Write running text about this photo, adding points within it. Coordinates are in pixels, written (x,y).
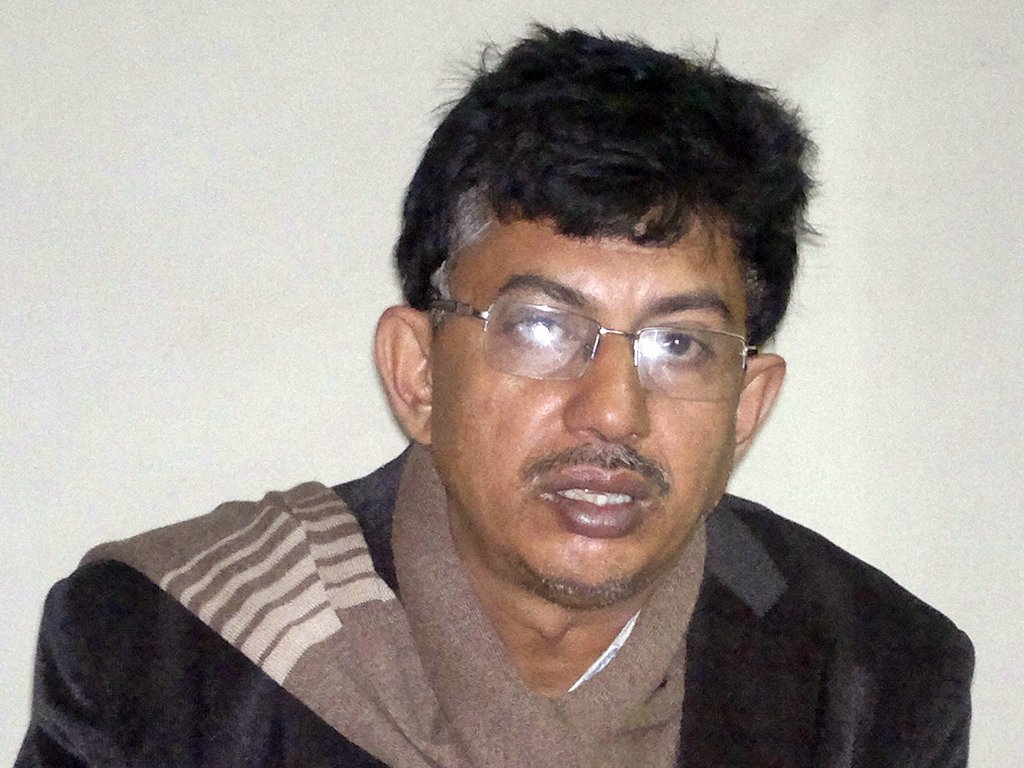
In this image, I can see a man (562,627) with spectacles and clothes (583,711). There is a white background (193,237).
